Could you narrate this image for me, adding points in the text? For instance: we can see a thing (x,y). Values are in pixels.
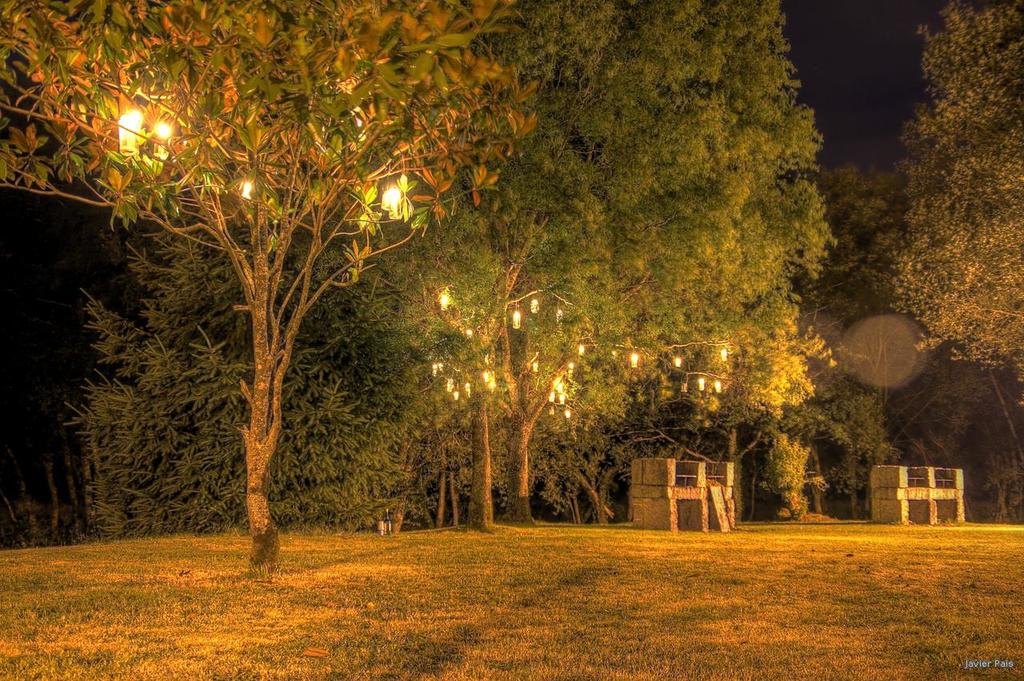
In this picture we can see grass (540,586) at the bottom (489,528), there are some trees (515,224) and lights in the middle (395,260), we can see a dark background (879,38), at the right bottom (999,665) there is some text (982,663).
